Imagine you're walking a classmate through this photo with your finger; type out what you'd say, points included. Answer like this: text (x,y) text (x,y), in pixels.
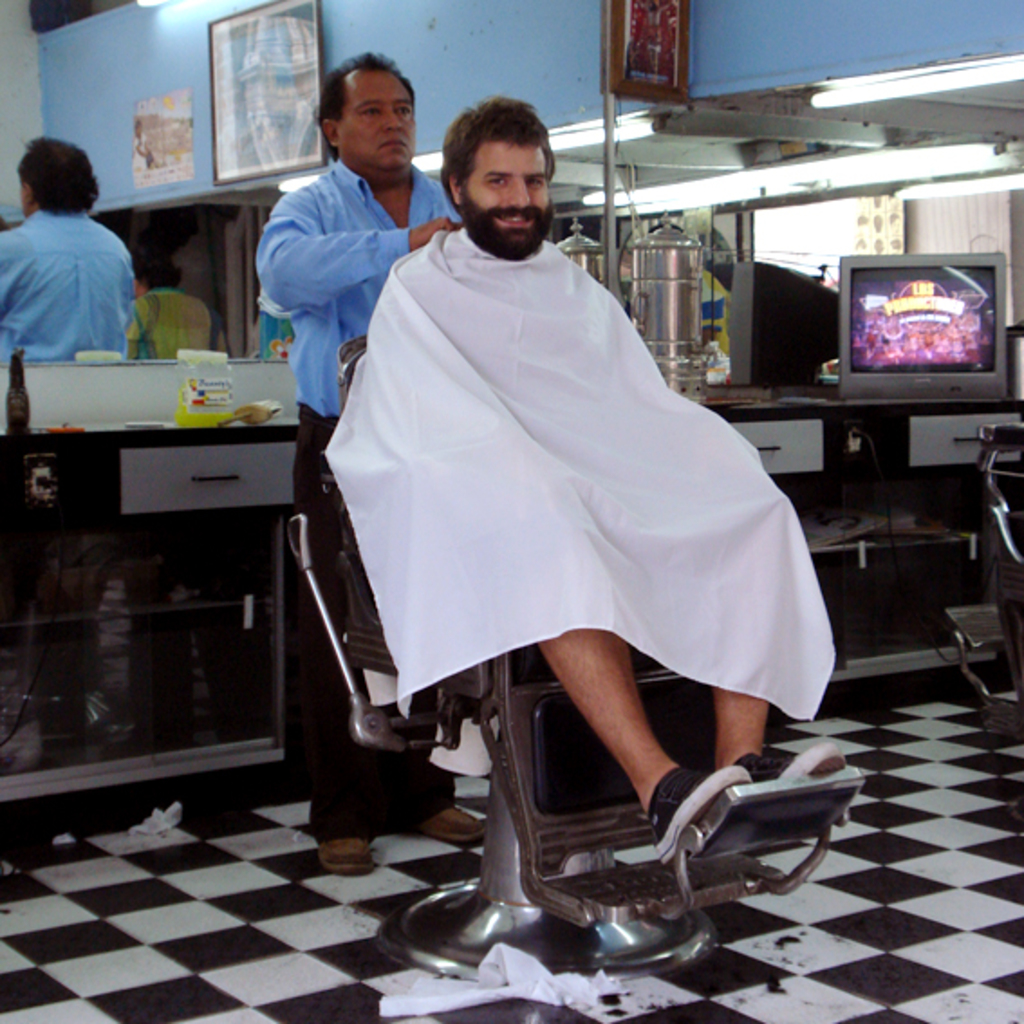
In the picture we can see two men (328,265), one man (284,280) is standing, and one is sitting in the chair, in the salon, the man (313,257) who is standing is tying a cloth (720,657) to the man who is sitting on the chair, in the background (839,674) we can find a drawer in the desk (43,597) and some bottle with TV (846,330), mirror (713,160) and wall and some photos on it.
